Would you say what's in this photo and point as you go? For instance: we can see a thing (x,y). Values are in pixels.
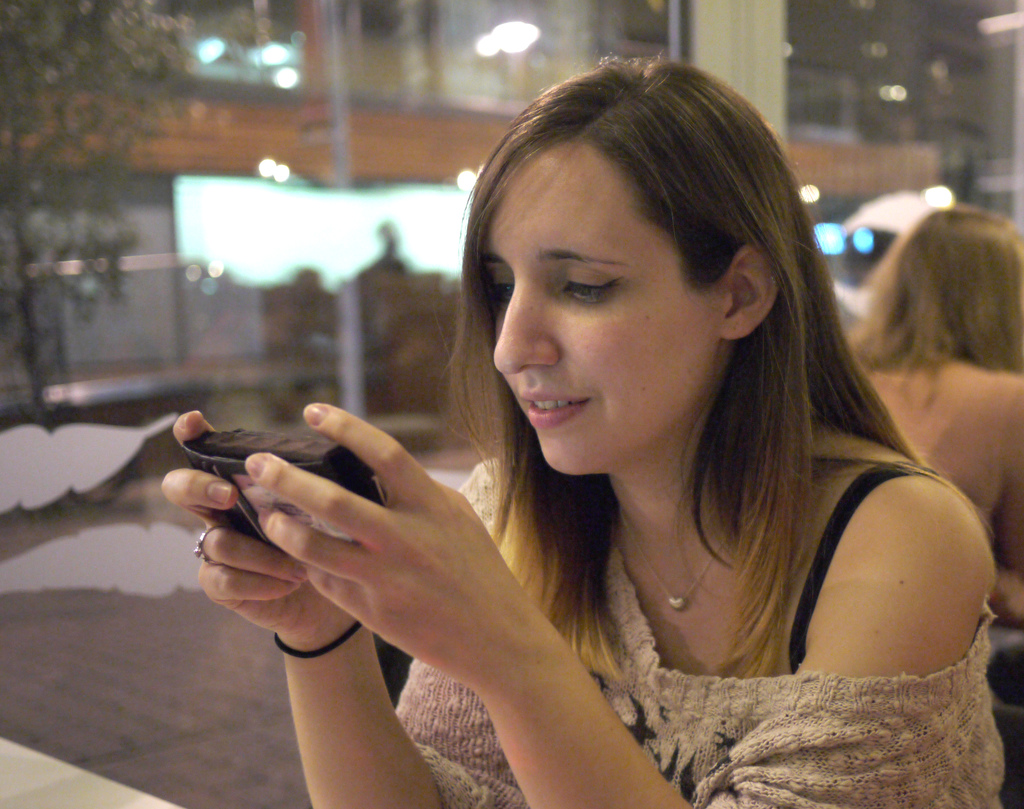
In the image we can see there is a woman (752,364) sitting on the chair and holding phone (240,496) in her hand (371,537). Behind there is another woman (960,402) sitting on chair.
